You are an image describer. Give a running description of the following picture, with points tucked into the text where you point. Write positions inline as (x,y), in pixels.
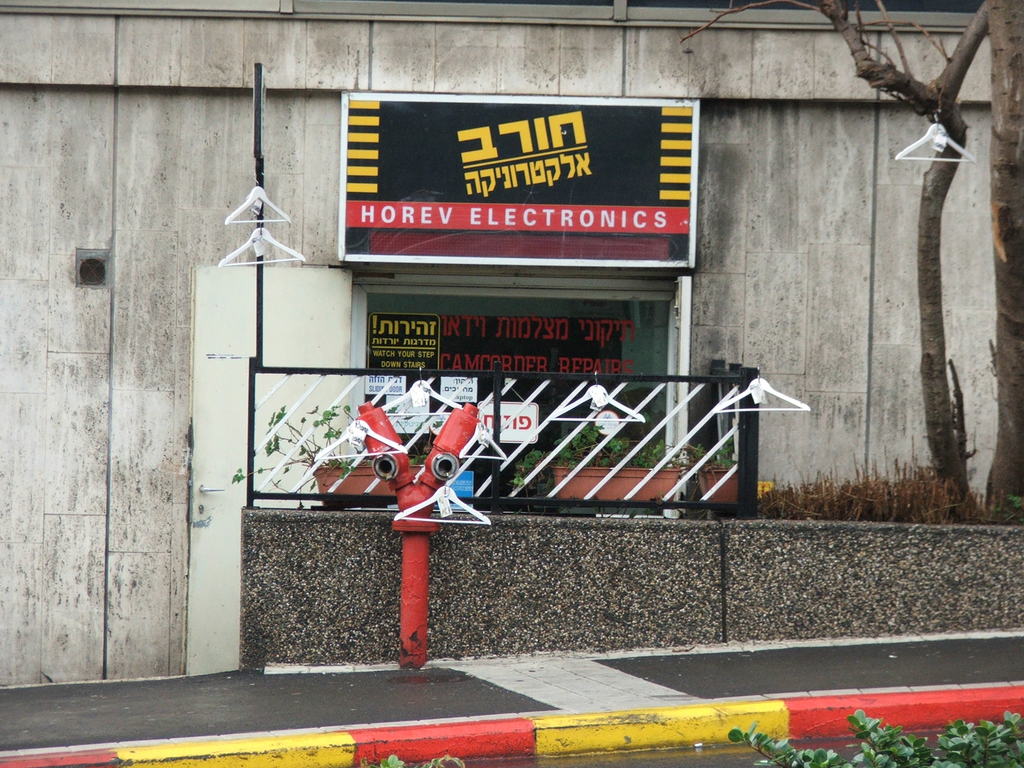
In this image I see the path (109,702) and I see the red color thing (413,547) over here and I see the plants (537,455) over here and I see the hangers (240,263) and I see something is written over here and I see the trees (944,192). I can also see the wall (62,45).
